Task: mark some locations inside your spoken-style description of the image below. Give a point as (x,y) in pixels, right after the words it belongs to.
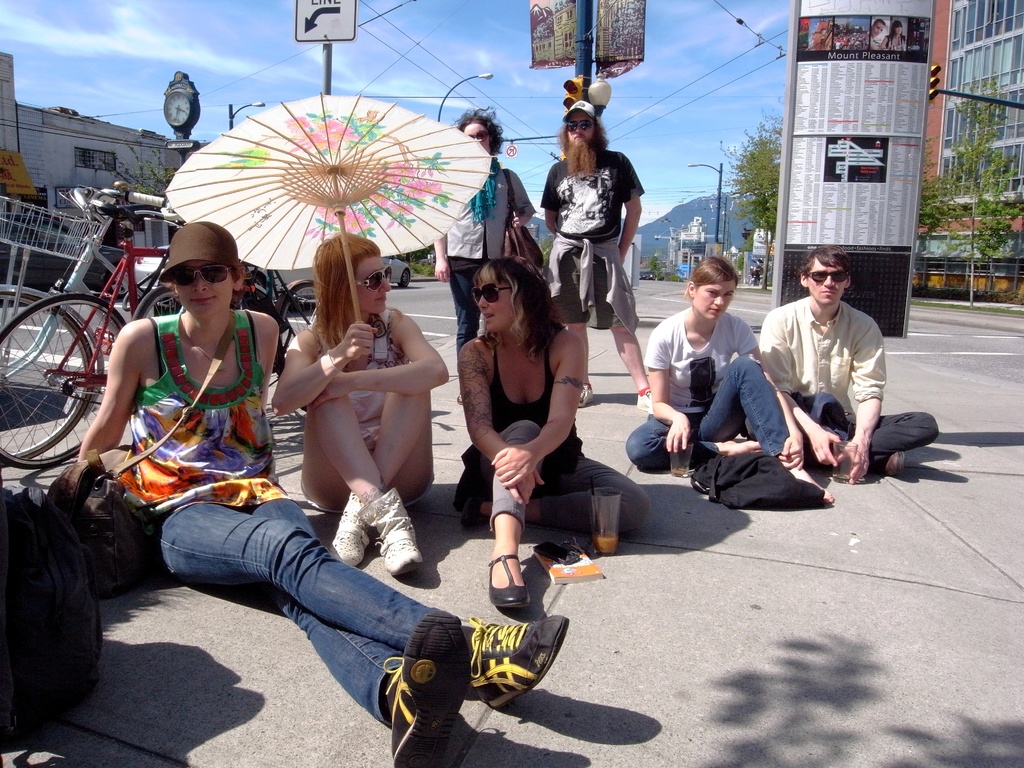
In this image, there are five persons (327,420) sitting and two persons (587,224) standing. Among them, I can see a woman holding an umbrella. In front of the people (590,527), there are glasses (606,535), a book (598,568) and a bag (757,483) on the road (696,572). On the left side of the image (116,309), there are bicycles (94,312) and a bag (17,520). Behind the people (209,446), there are boards (917,133), traffic signals (580,84), vehicles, street lights (596,91), buildings (938,151), trees (767,195) and current wires (495,97). In the background (725,149), there is a mountain (653,246) and the sky (242,92).
